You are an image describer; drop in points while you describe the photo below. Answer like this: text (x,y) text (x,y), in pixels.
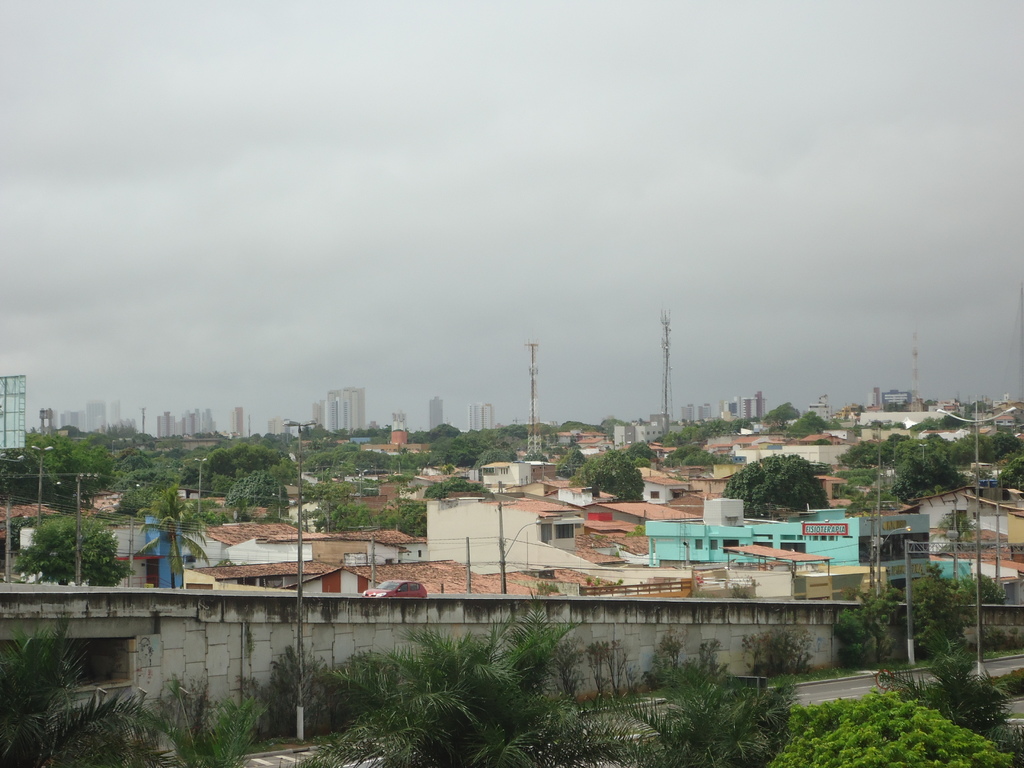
In this image we can see many buildings (549,508) and trees (479,674). Also there is a road (824,696). And there are light poles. In the back (538,393) we can see towers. In the background (618,276) there is sky (595,272).
